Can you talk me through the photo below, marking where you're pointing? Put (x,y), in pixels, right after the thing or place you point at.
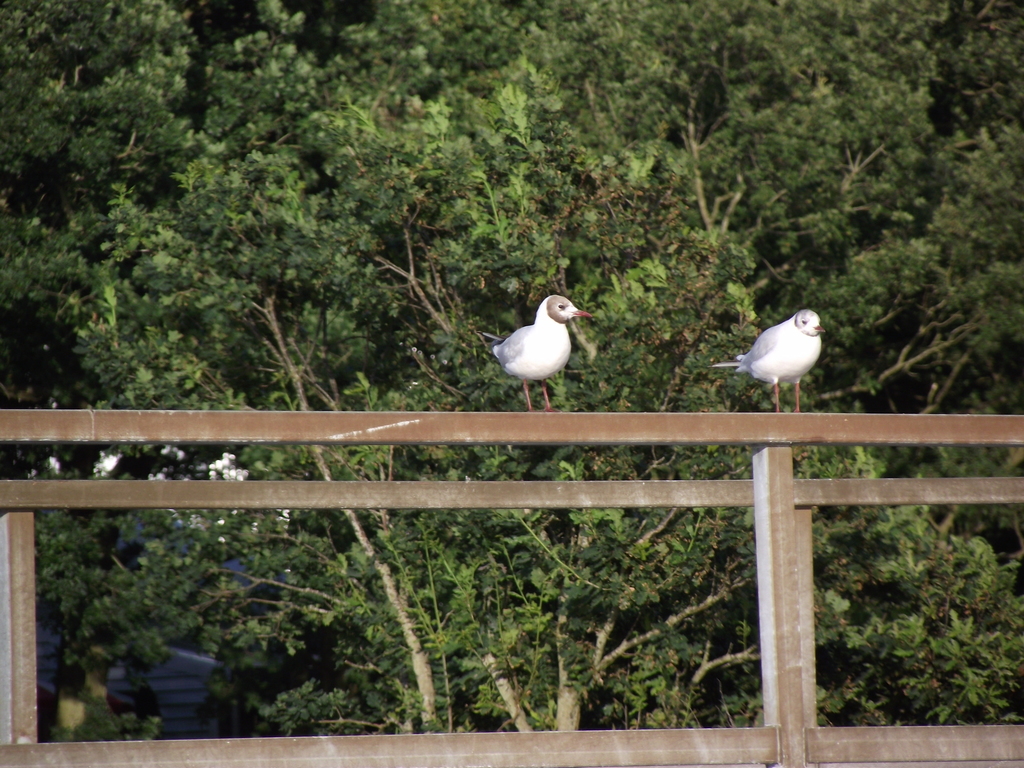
In this picture we can observe two birds (746,358) which are in white color on the wooden railing (158,441). In the background (361,216) there are trees (495,204).
